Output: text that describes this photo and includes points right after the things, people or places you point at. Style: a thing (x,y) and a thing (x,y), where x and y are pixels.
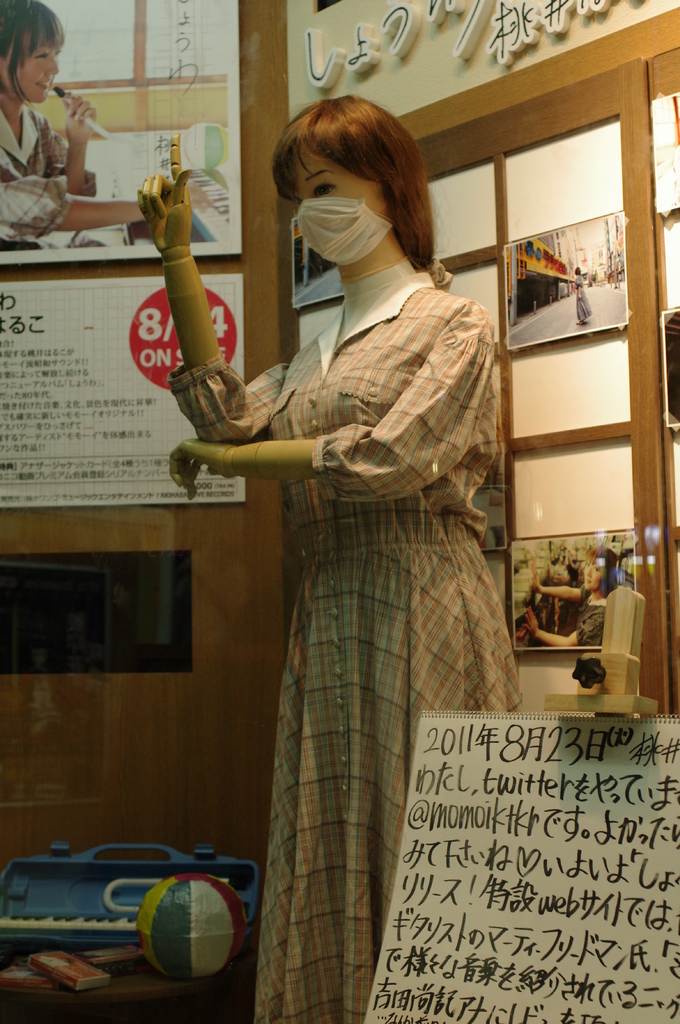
As we can see in the image there are banners (600,1003), window (521,215), photo frame (527,299), statue (358,303) and a wall (284,660).
